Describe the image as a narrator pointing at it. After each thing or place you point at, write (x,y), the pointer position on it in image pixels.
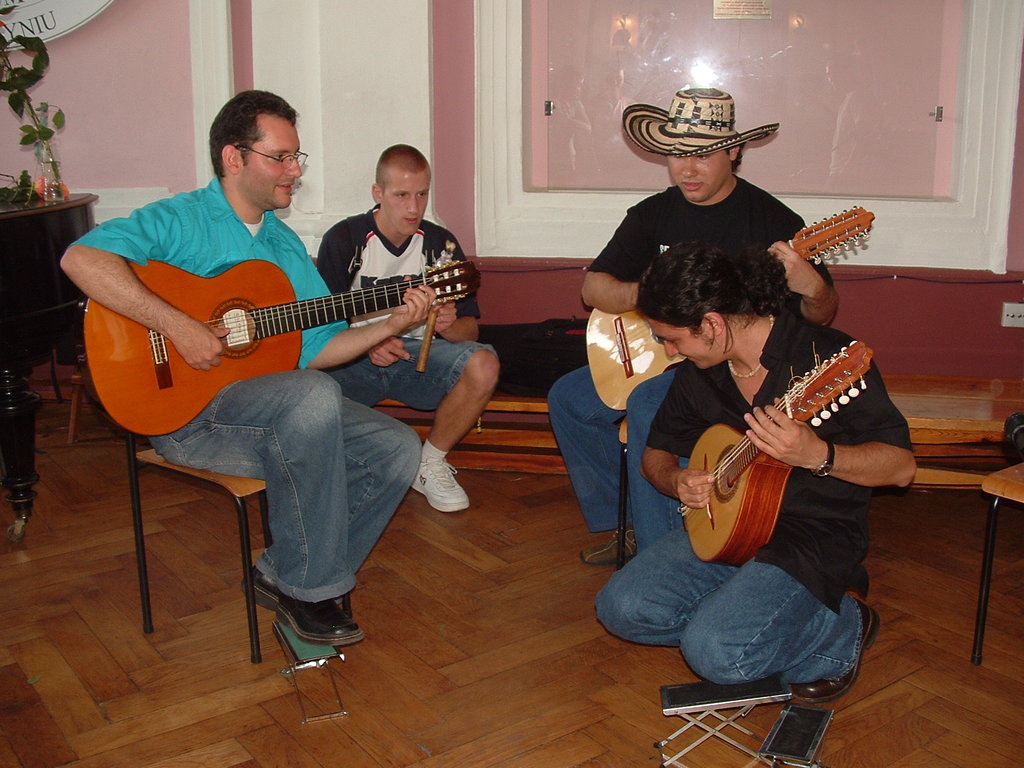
Here we can see four people (677,348) who are sitting and three of them all playing guitar (637,331) the person (727,143) in the middle (580,444) is wearing a hat (678,153) and beside him we can see a person (424,176) sitting and there is a plant (2,23) present.
